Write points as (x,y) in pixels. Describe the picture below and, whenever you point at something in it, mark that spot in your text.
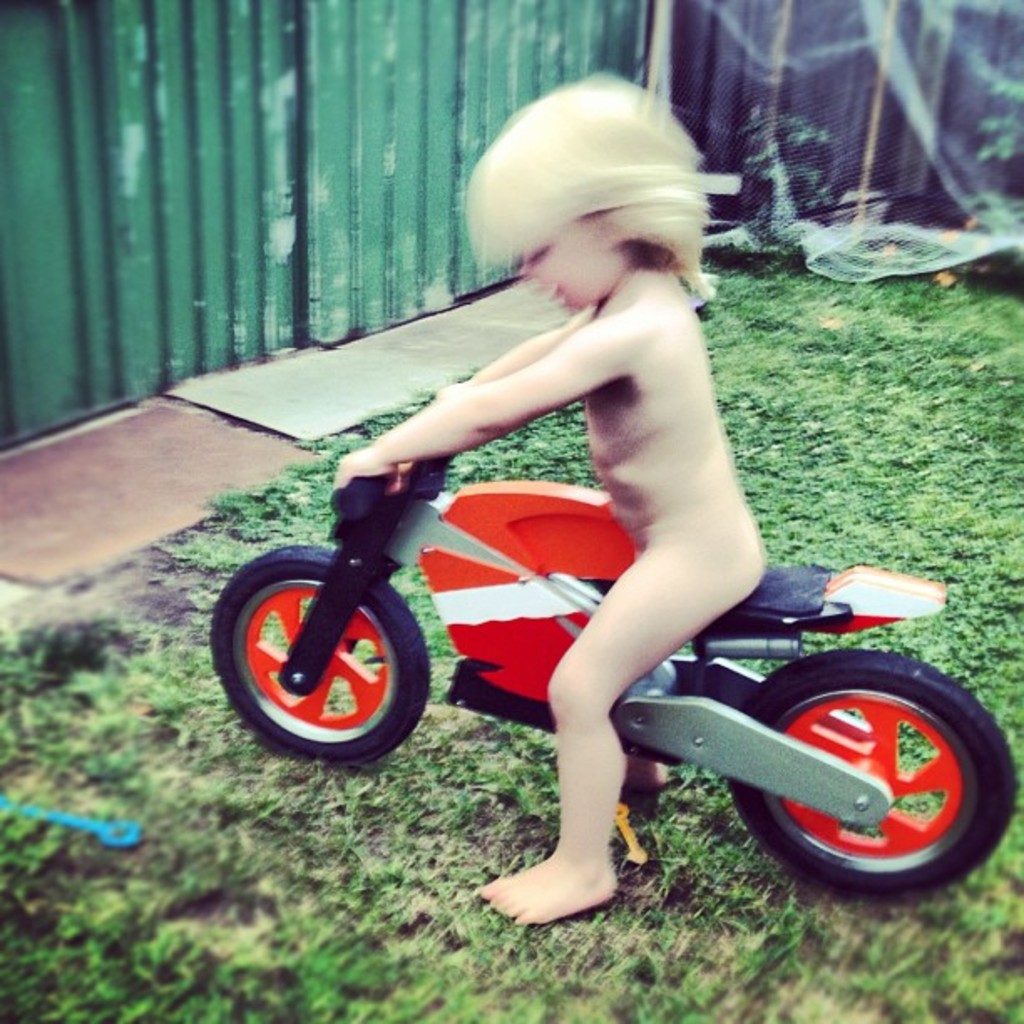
In this picture we can see a naked small girl (561,246) is sitting and riding a red toy bike (510,683) in a lawn (844,561), behind her we can see a green color iron shed (419,123) and white net (900,156).
